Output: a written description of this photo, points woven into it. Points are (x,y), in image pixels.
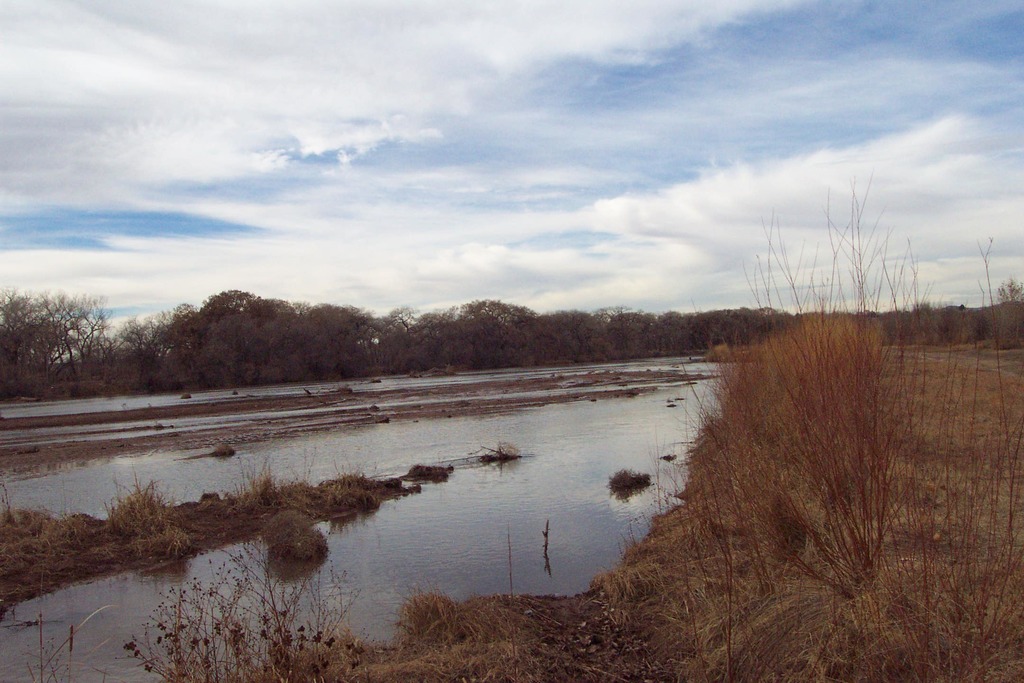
In this image I can see a lake (458,431) with some dry grass (149,521). In the center of the image (538,349) I can see some trees (24,369) in the right bottom corner (831,492) I can see some dried plants (838,479) and ground (951,446) at the top of the image (327,130) I can see the sky (302,152).
